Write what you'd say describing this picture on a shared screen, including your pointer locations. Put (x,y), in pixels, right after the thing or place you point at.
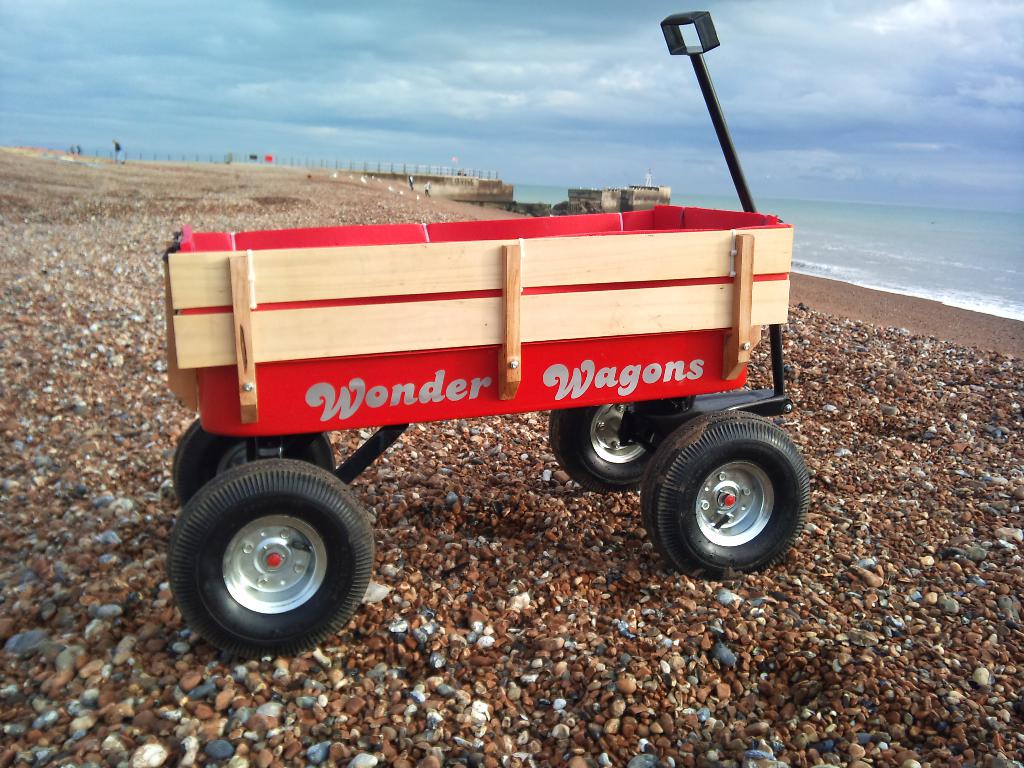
In this picture, we can see a beach wagon (376,409) on the pebbles (470,549) and behind the beach wagon (778,497) there is a sea (812,222) and a cloudy sky (617,77).
